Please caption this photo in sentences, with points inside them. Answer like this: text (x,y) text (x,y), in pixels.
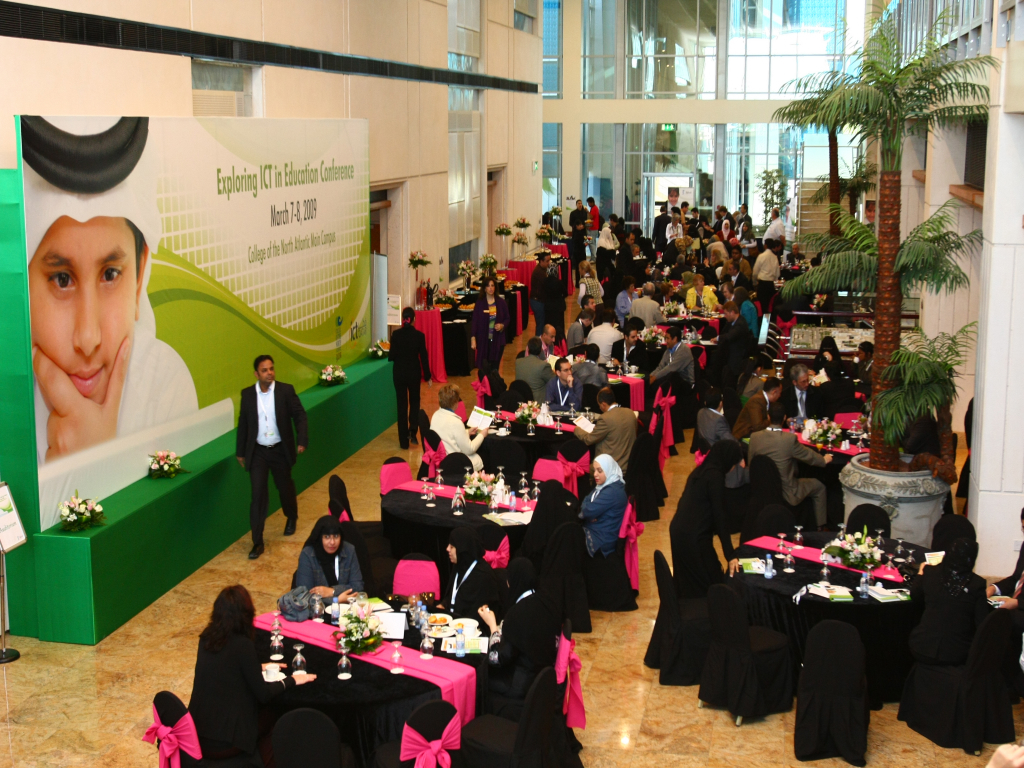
This image is taken in a building (549,26). Towards the left (333,294) there is a board (46,192), a kid photograph (114,252) is printed on it. Besides the board (201,397) there is a man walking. The building (205,572) is filled with tables (348,730), chairs (324,741) and some people (648,287). People (621,237) are sitting around the table (405,492). Towards the right corner (895,255) there is a plastic tree (910,251), towards the right bottom (989,646) there are empty tables (907,555) and chairs (919,665).
